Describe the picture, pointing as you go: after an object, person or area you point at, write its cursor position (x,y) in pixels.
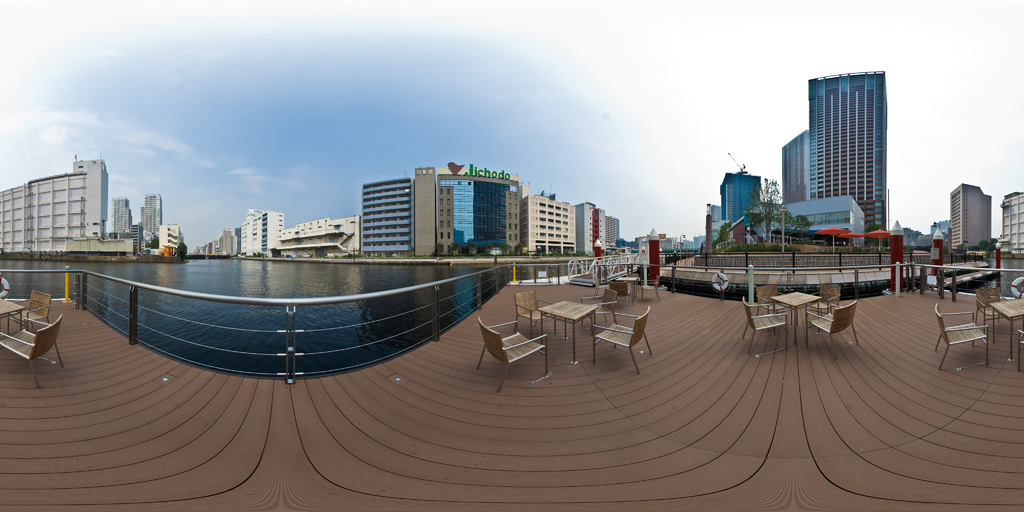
In this picture I can see chairs (603,298), tables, fence (393,316), there is water (398,274), there are buildings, trees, there are umbrellas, and in the background (467,72) there is the sky (431,70).
